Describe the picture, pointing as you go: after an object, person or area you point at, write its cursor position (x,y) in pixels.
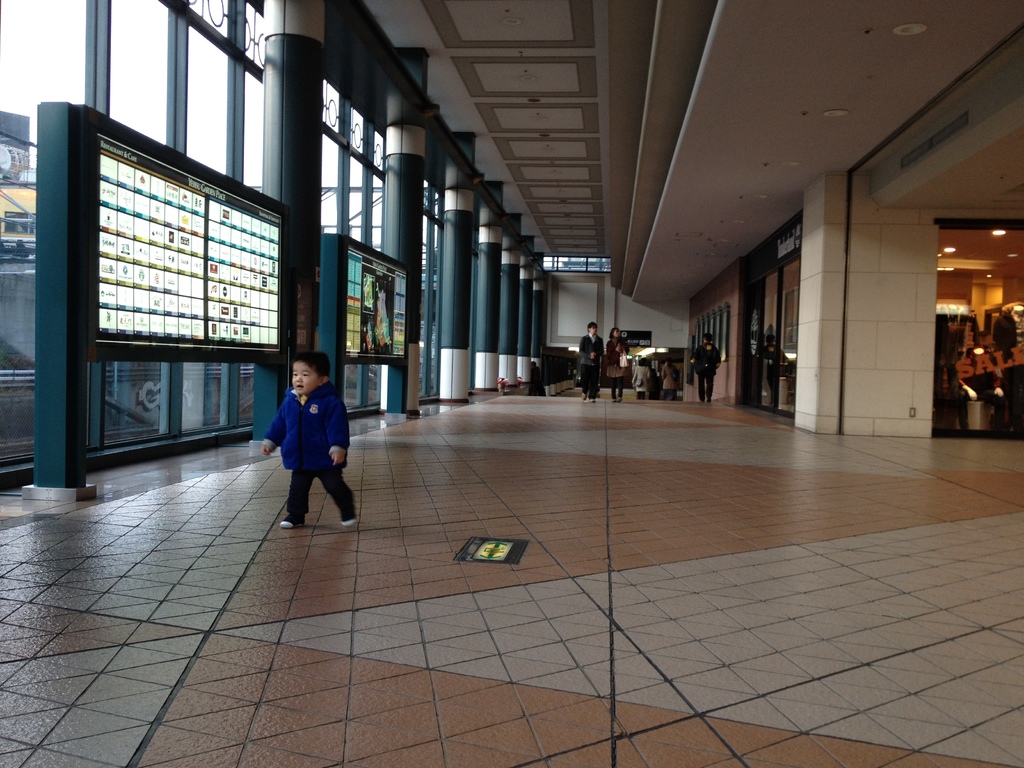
In this image we can see a kid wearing blue color jacket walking on floor (594,417) and in the background of the image (712,373) there are some persons (637,380) walking, on left side of the image (307,175) there are some pillars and on right side of image (787,369) there is some store (1012,422) and top of the image (741,246) there is roof (672,115).
